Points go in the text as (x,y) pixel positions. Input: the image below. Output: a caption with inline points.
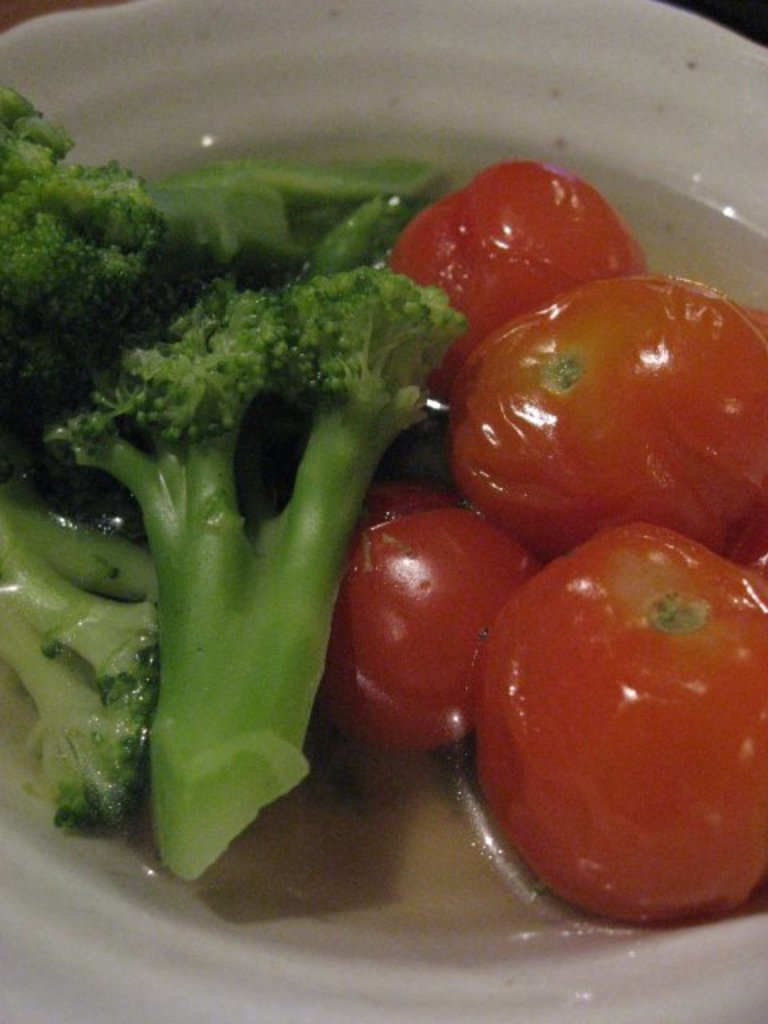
In this picture we can see tomatoes (568,614), broccoli pieces (255,560) on a white plate (419,150).
